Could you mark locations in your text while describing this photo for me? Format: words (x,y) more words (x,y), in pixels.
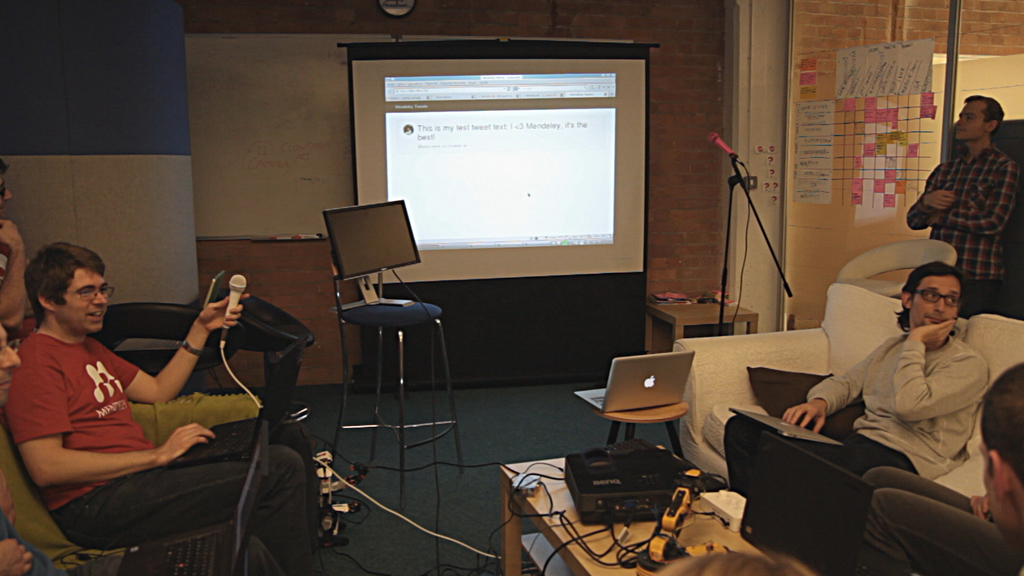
Here on the right side (949,345) we can see a man (950,457) sitting on a couch (801,352) and at the left side (102,433) also we can see a man (174,385) sitting on couch (223,420) with a microphone (232,283) in his hand (238,310) and we can see laptops (660,373) present on table (647,413) and we can see a projector (664,477) and there is a monitor screen (403,304) and there is a projector screen (449,166) and there are people (956,179) standing here and there
